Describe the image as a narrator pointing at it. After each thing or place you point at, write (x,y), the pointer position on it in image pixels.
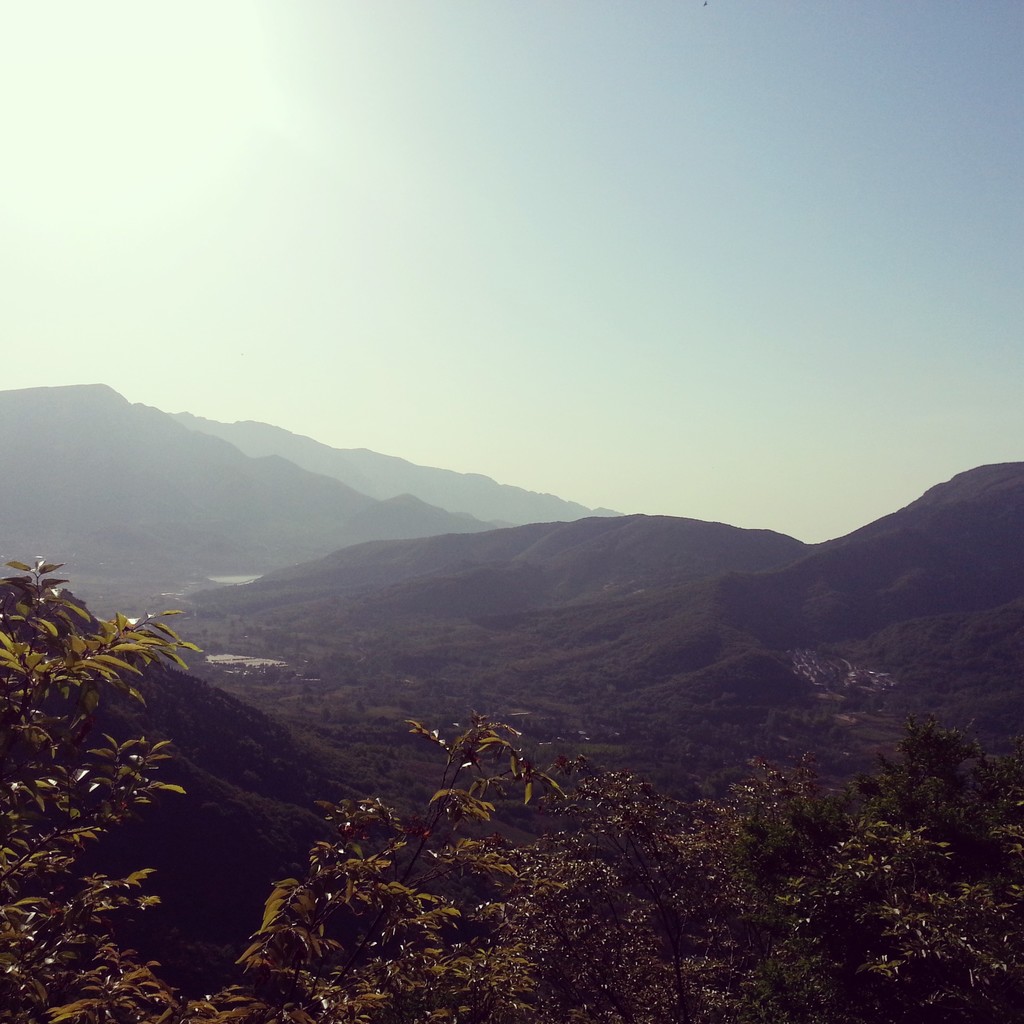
In this picture we can see trees (131,770) in the front (702,957), in the background (957,567) there are some hills (655,532), we can see the sky (437,176) at the top of the picture (543,147).
